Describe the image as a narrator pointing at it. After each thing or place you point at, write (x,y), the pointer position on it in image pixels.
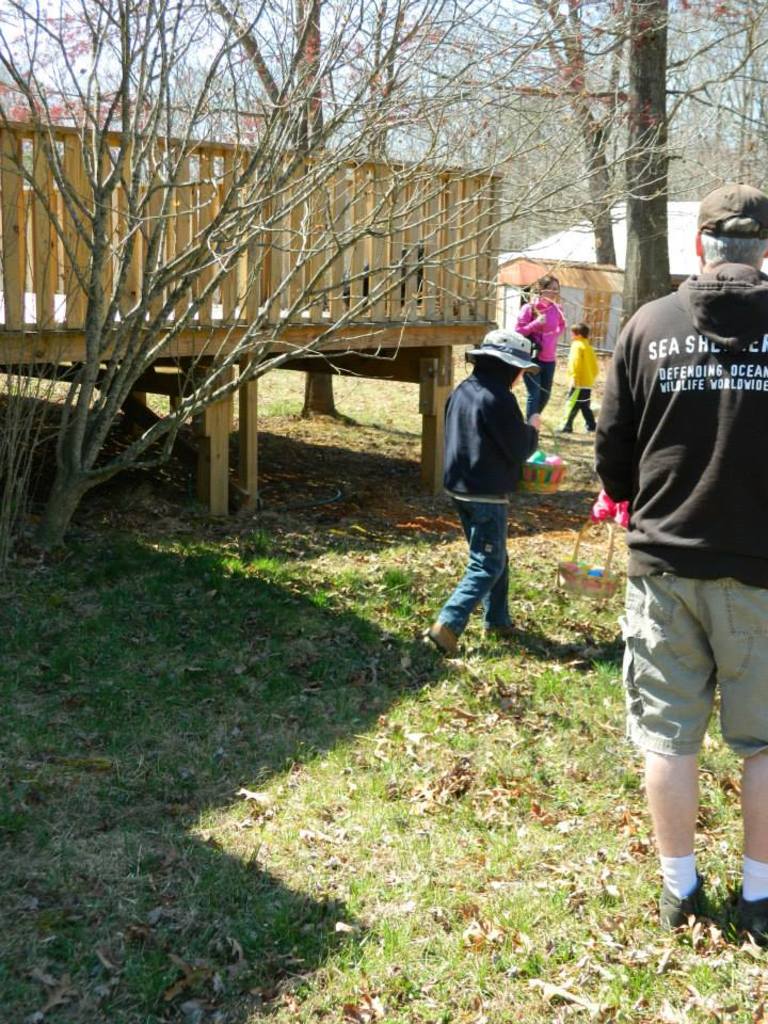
In this image I can see the group of people (706,367) standing on the ground (391,729). These people (501,524) are wearing the different color dresses (467,469) and I can see two people (458,479) with hat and cap (720,195). To the left (206,278) I can see the wooden railing (199,323). In the back (249,55) I can see the trees (381,80). And to the right (633,271) I can see the many trees (654,246).
